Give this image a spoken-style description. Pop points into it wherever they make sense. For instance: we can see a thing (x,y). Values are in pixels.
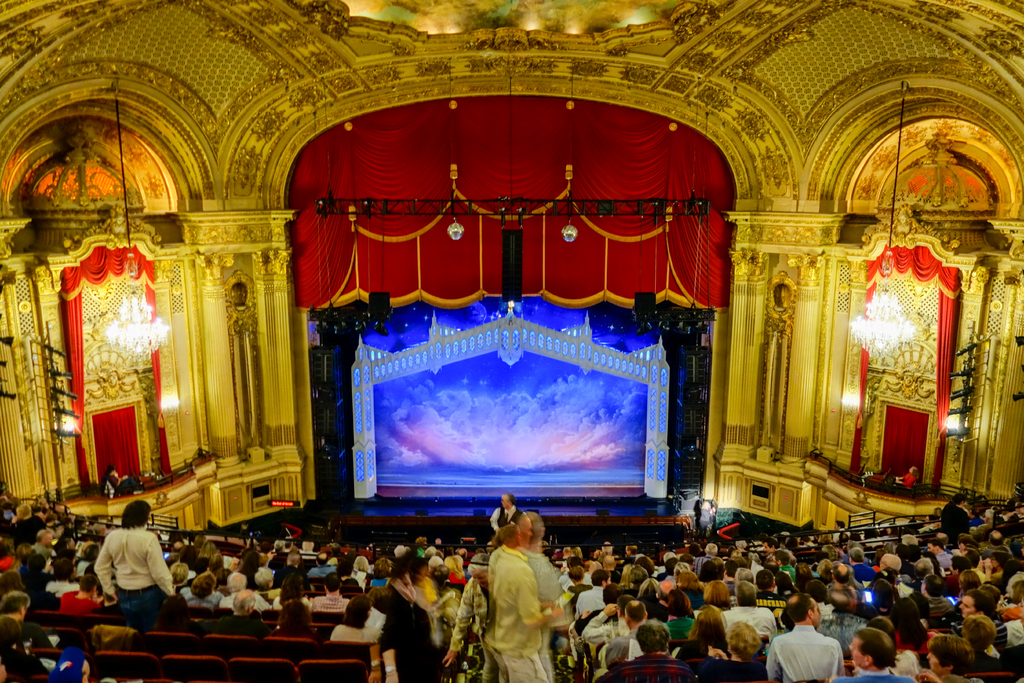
In the foreground of the image (569,587) we can see a group of people (569,587) are sitting on the chairs (273,642). In the middle of the image (450,321) we can see a stage (458,462), curtain (118,419) and jhumar (145,341). At the top of the image (433,227) we can see lights (571,236) and curtains (575,248).
